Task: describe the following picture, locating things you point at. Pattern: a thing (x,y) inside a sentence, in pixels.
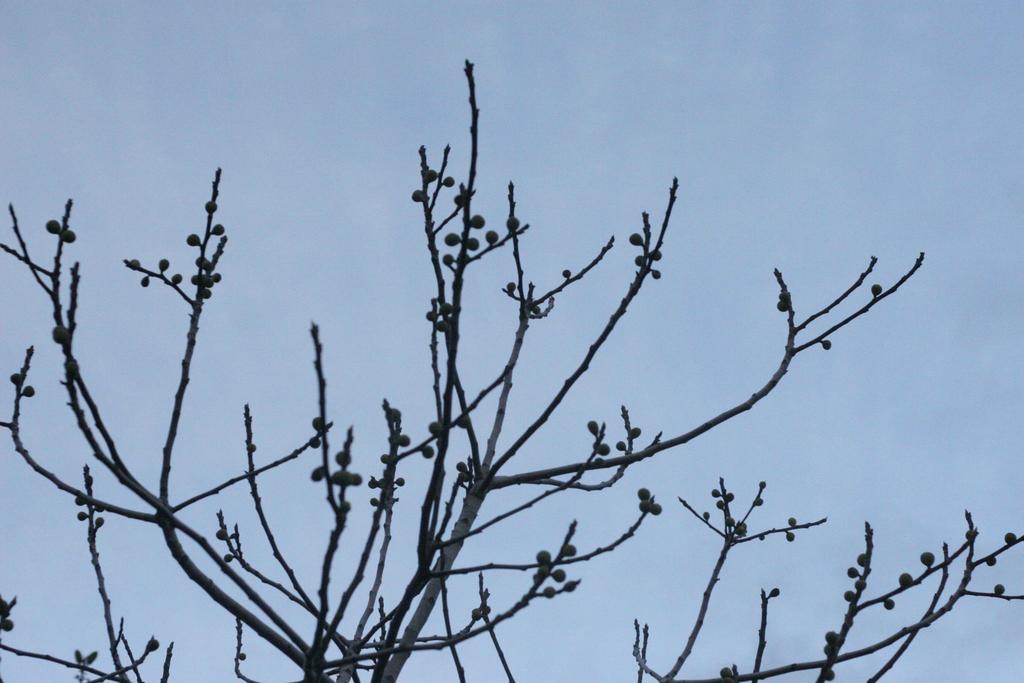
In this picture there is a tree (259,635) and there might be fruits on the tree (368,645). At the top (483,96) there is sky (493,70).
